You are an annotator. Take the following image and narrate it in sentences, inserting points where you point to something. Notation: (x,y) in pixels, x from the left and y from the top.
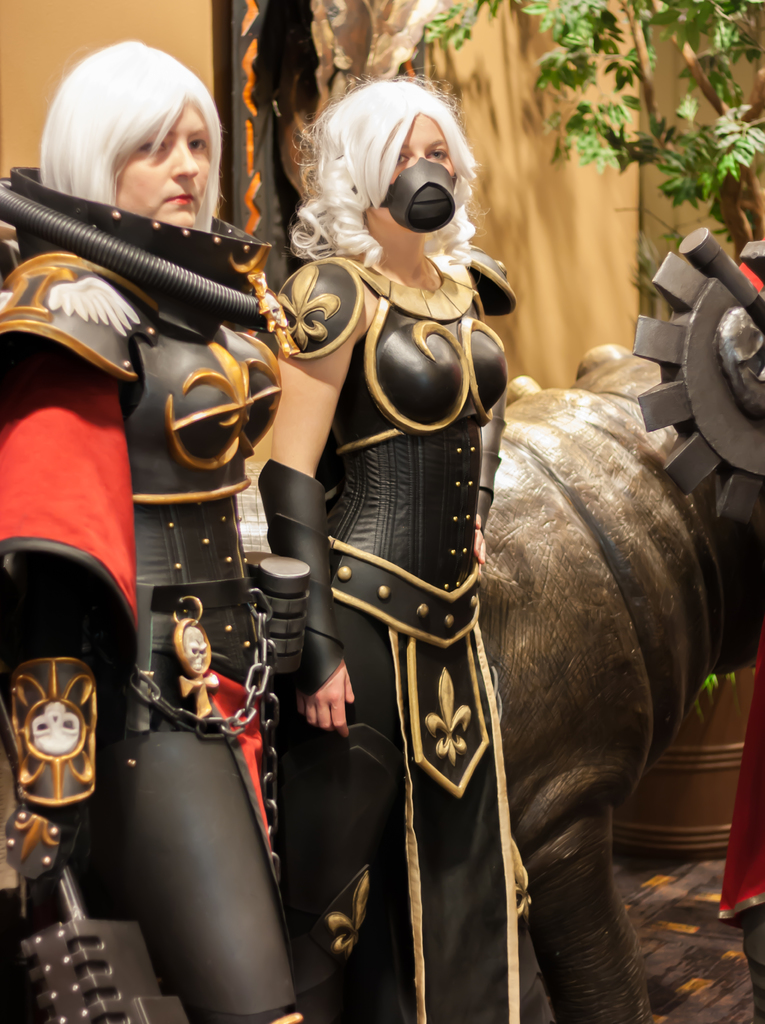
There are two women's (176,520) standing on the left side of this image (163,593) is wearing black color dress (245,650) and there is a sculpture of an animal (585,551) on the right side of this image (587,638) and there is a wall (532,188) in the background (543,180). there are some leaves (612,20) of a tree (620,86) at the top right corner of this image (634,6).
